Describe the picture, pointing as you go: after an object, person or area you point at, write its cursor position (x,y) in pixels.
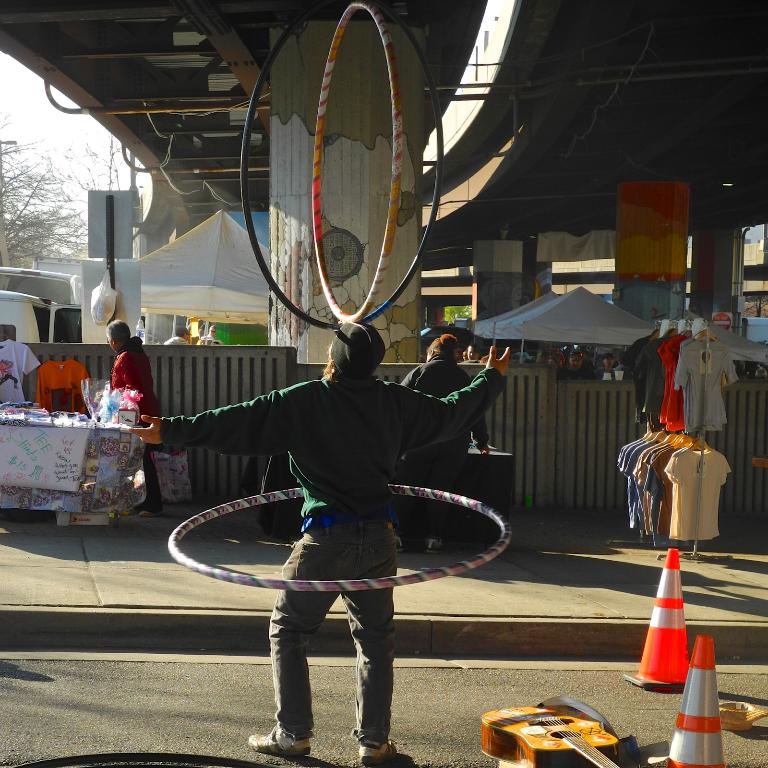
In this picture we can see a person (288,657) standing on the road (241,677) and doing some activity with rings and here it is a guitar (557,728), traffic cone (668,682) and in the background (225,382) we can see wall (168,368) and a person (119,374) in a store (83,381) and T Shirts (691,467) are hanged over here and tent (242,297), plastic cover (110,283) attached to the pole (110,244) and a tree (31,223), sky (24,113), bridge (186,136). Here it is a side way (513,569).
